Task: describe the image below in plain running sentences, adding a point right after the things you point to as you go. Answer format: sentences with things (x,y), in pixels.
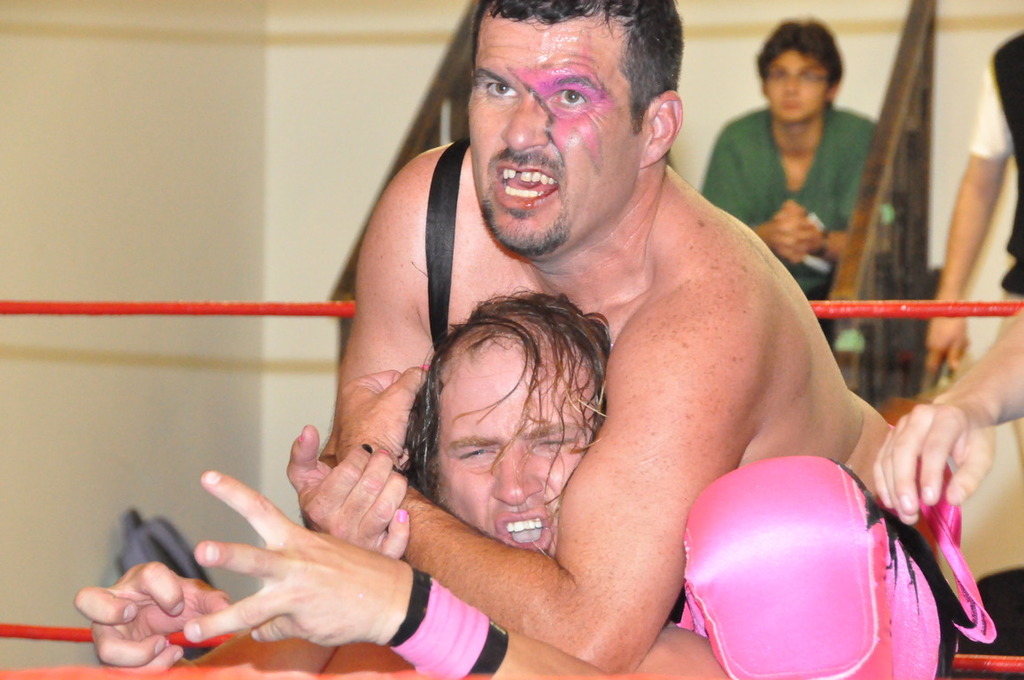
In this image it seems like a boxing ring (881,309) in which there are two men (545,435) fighting with each other. The man (671,378) on the right side (686,339) is holding the head (489,444) of a man (509,428) who is in front of him. In the background (804,142) there is a person (814,163) sitting on the staircase (895,321) and watching the match. On the right side (978,388) there is a hand (988,398) of another person (988,398). There are red color bands (867,313) behind them.
